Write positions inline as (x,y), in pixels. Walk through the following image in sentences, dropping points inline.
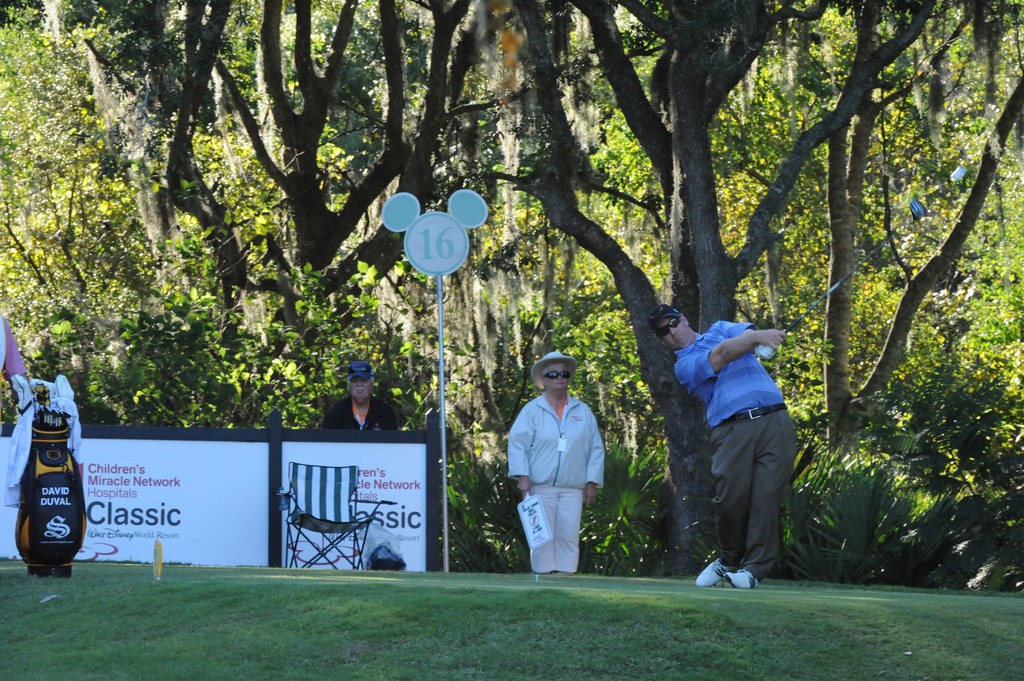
In this image we can see group of persons (721,390) standing on the ground (581,586). Two persons (746,395) are wearing goggles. One person (726,364) is holding a golf stick (887,240) in his hand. In the center of the image (448,244) we can see a signboard (441,267) on a pole (445,459), chair (346,556) placed on the ground (421,592), a board (359,478) with some text (133,504). To the left side of the image (73,503) we can see a bag (69,547) placed on the ground (378,622). In the background (812,259), we can see a group of trees (548,246).
